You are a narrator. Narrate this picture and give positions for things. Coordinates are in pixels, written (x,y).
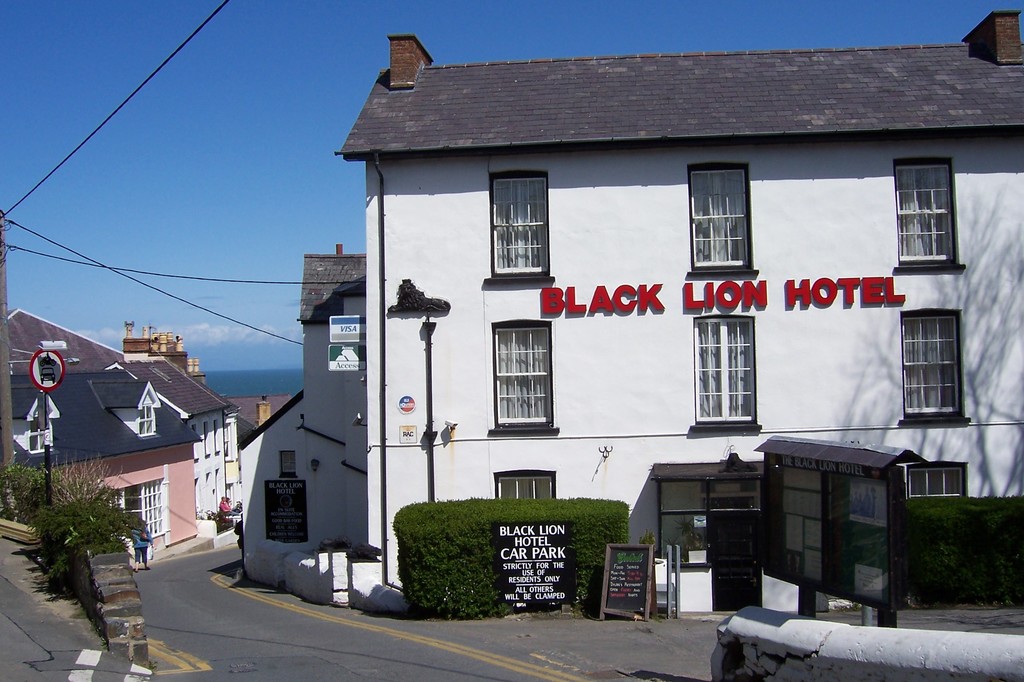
In this image I can see few buildings (460,398) in white and brown color. I can also see few plants (90,473) in green color and few boards (552,561) attached to the poles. Background (18,278) I can see the person (141,531) walking and the sky (249,229) is in blue and white color.
